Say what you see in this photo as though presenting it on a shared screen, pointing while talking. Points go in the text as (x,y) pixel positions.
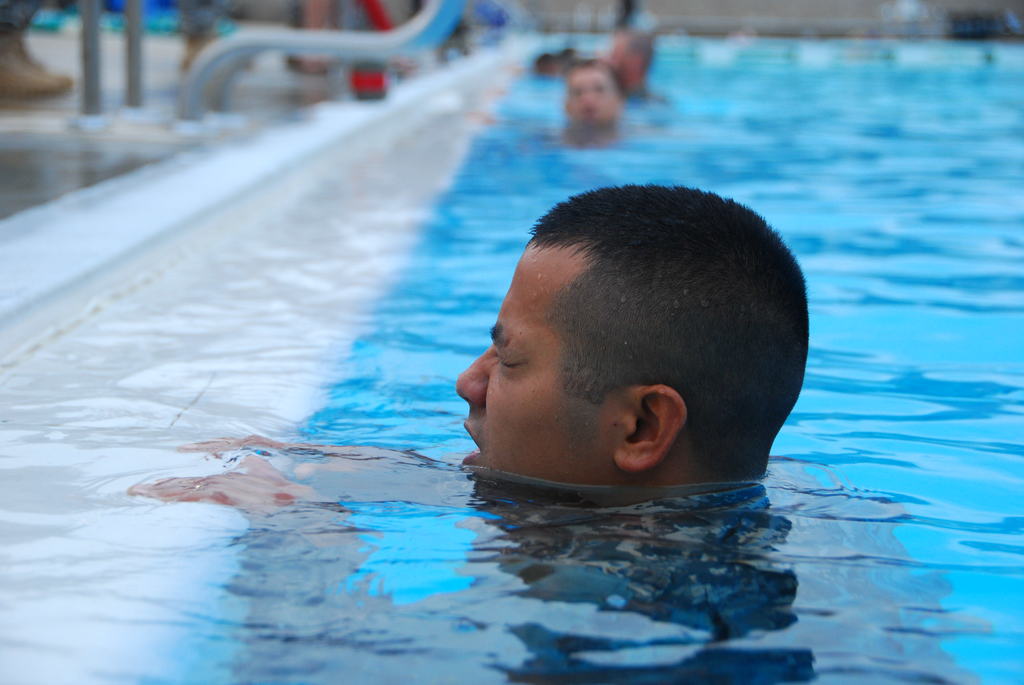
In this image we can see a person (531,336) is in the pool (625,524). The background of the image (547,71) is slightly blurred, where we can see people (565,54) in the water (764,131).
